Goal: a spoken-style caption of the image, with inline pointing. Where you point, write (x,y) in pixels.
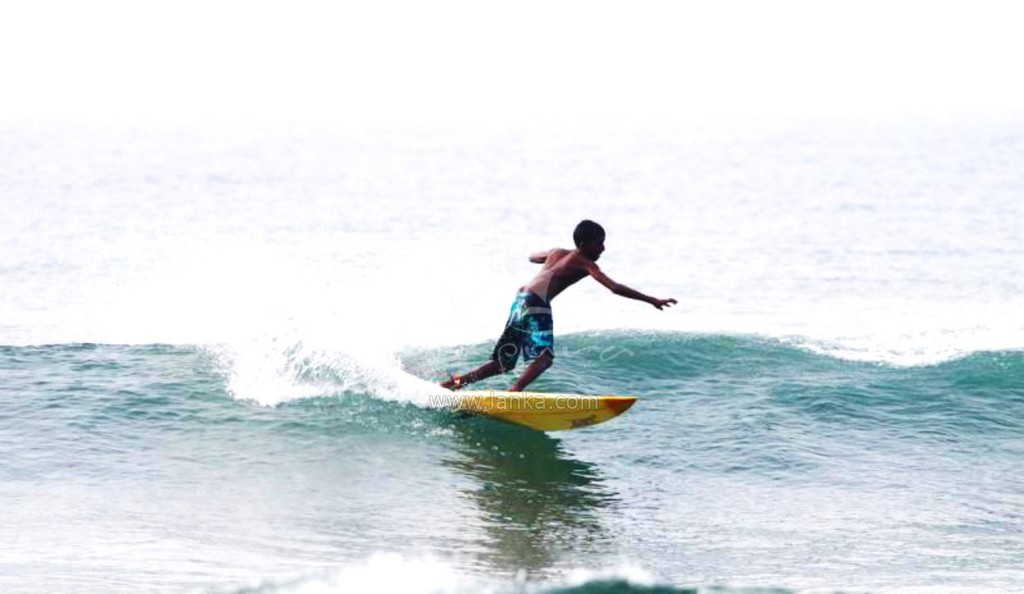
In this image there is a person (514,312) standing on a surfing board (523,398), which is on the sea (361,514).
